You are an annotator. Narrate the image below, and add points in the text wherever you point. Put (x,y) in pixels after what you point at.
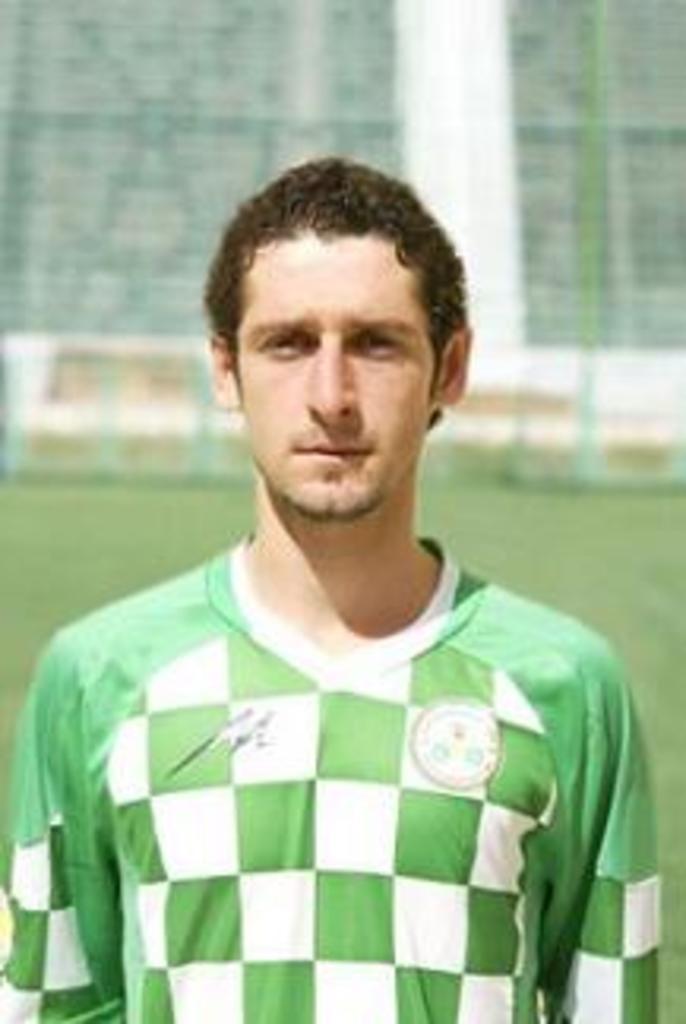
In this image there is a man (115,965) he is wearing green and white color T-shirt (374,896), in the background (130,388) it is blurred.
